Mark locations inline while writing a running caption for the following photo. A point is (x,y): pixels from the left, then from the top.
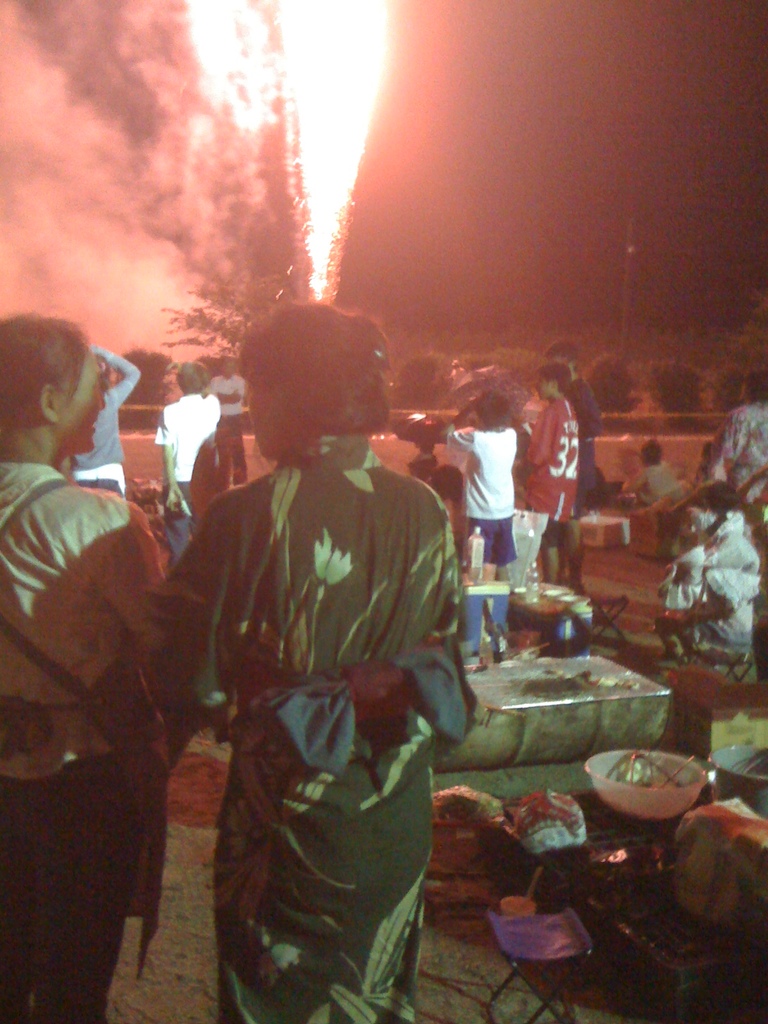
In this picture we can see two women (293,630) standing in the front (406,858). Behind there is a group of people (515,442), standing and firing the crackers (330,212).
